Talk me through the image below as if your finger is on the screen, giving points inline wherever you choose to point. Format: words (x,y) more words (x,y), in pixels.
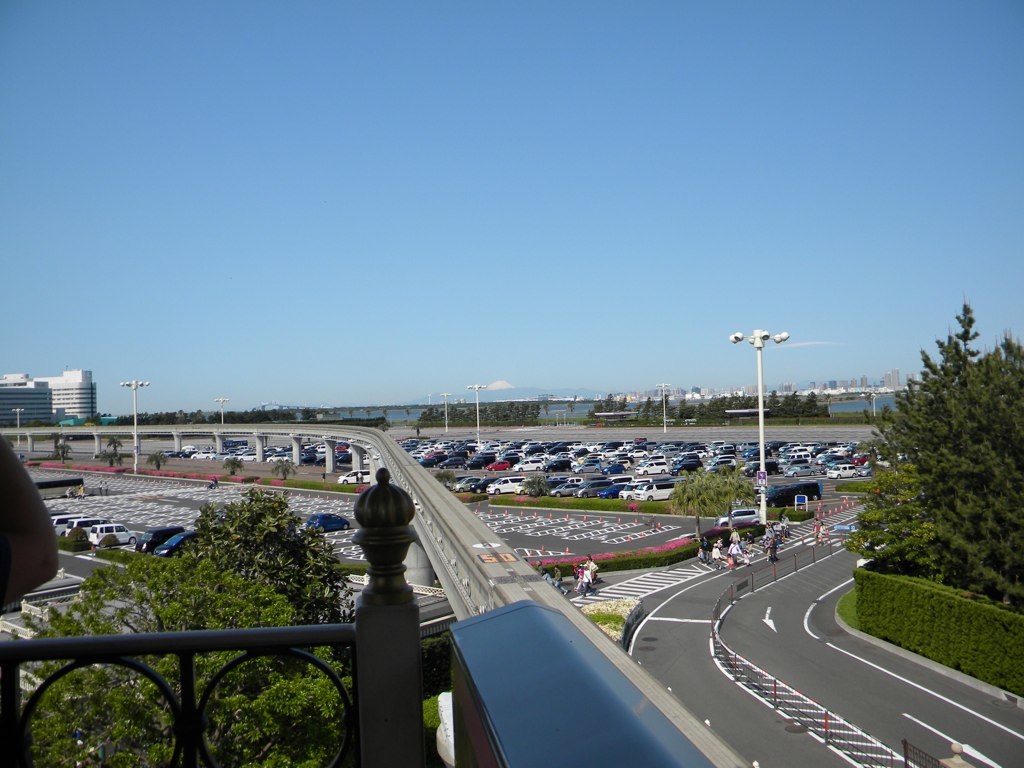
In the foreground of this picture (262,550), there is a railing (362,637), bridge (481,534), and trees (279,573). In the background (617,467), we can see parking slots (582,533) and vehicles (693,469), road (806,670), trees (1006,452), plants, the sky (897,350) and the building (68,387).
